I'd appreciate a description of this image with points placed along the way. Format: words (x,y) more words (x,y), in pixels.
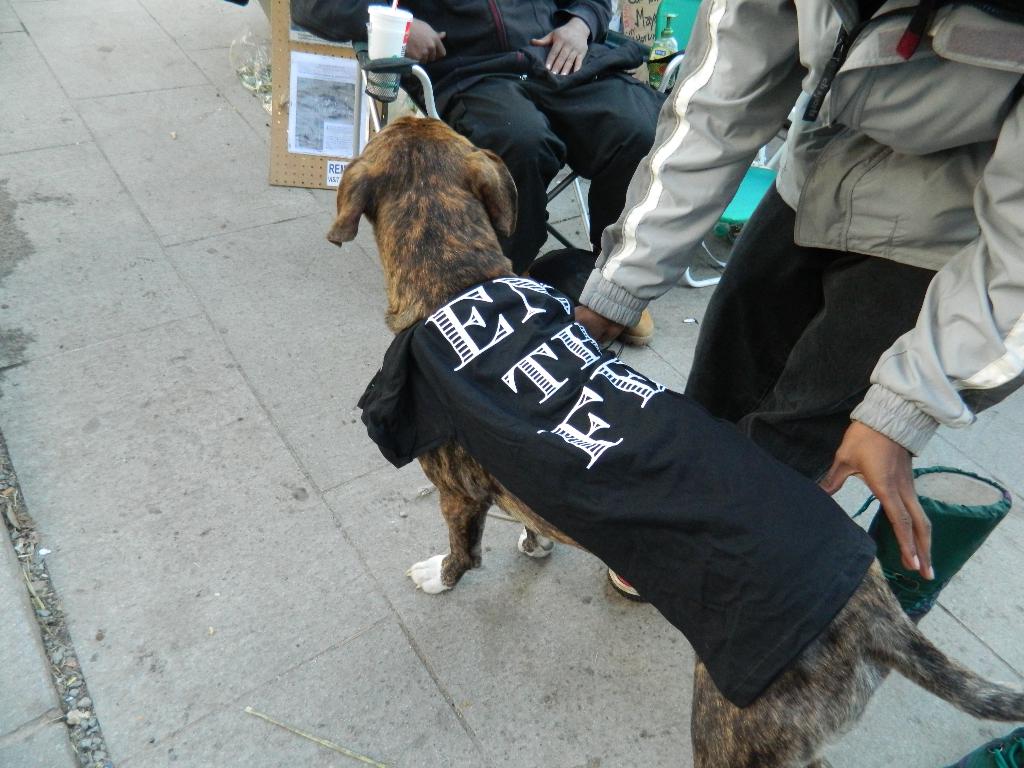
The picture is taken on the road (502,538) where at the right corner of the picture (923,445) one person (926,269) standing and in front of him there is a dog (567,442) wearing a black shirt (564,516) in front of dog (476,235) there is one person (523,123) sitting on the chair (432,91) in the black dress (505,97), behind him there is one cardboard (324,166) beside the person (596,100) there is one small bottle (660,43) and chair (749,191) is present.
